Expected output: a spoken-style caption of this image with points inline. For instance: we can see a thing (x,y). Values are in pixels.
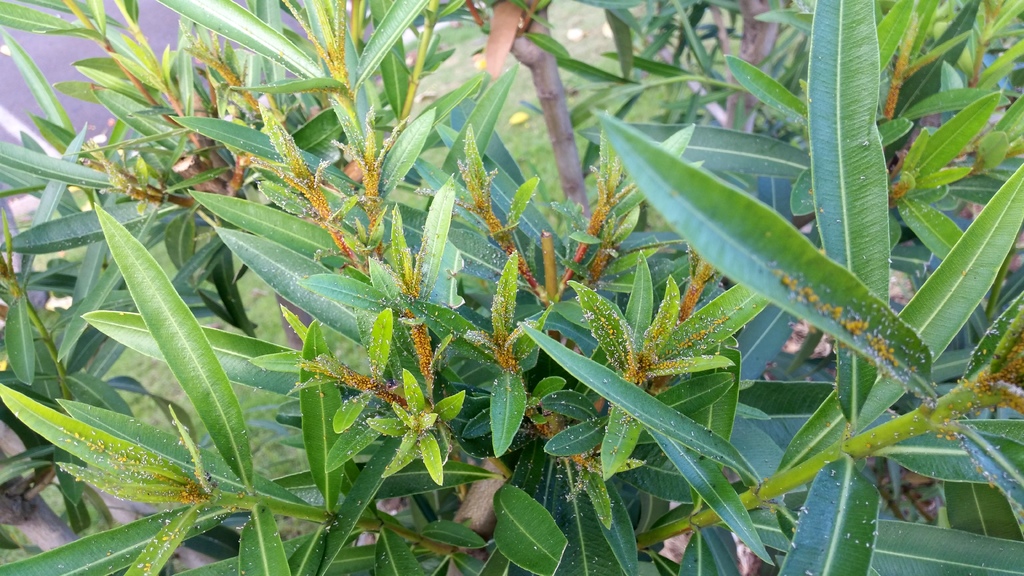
In this picture I can see the trees (685,290).
